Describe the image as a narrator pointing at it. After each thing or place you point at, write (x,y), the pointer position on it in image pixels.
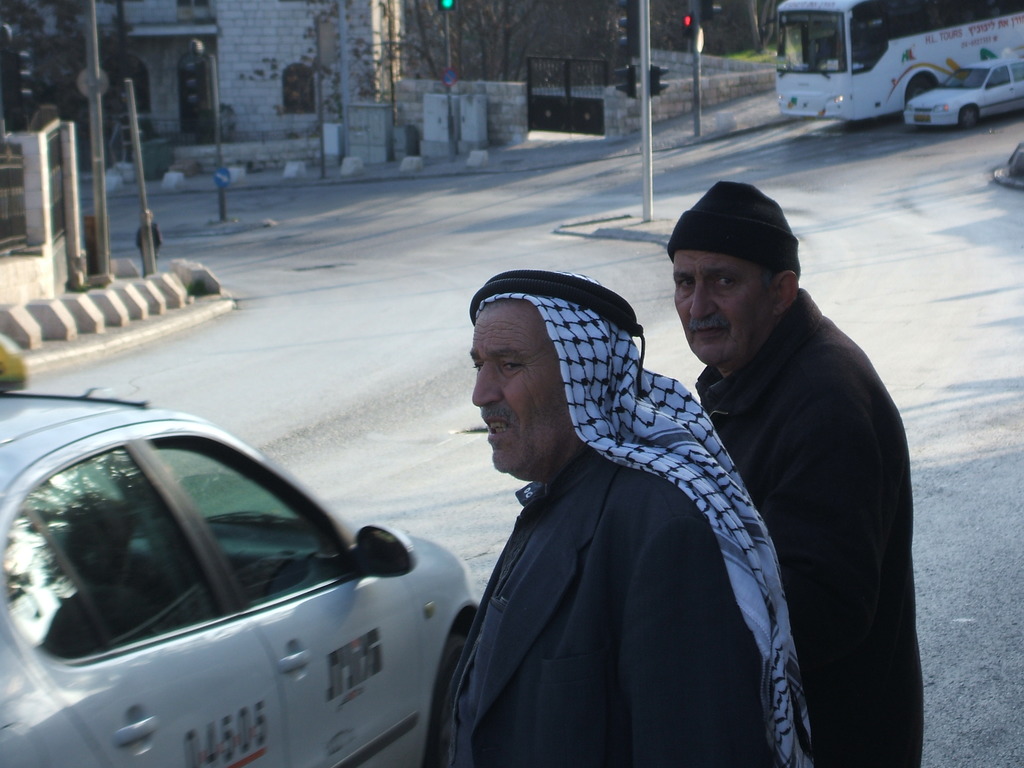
In this image we can see two men (699,485) are standing on the road (948,589). One man (680,667) is wearing coat (630,660) with a white scarf (612,412) and the other man (759,454) is wearing coat (807,432) and black cap (748,234). In front of them, one car (171,586) is there. At the top of the image (561,88) we can see poles (93,98), trees (426,39), boundary wall (519,90), gate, building (112,102), bus (823,79) and car (994,90).
